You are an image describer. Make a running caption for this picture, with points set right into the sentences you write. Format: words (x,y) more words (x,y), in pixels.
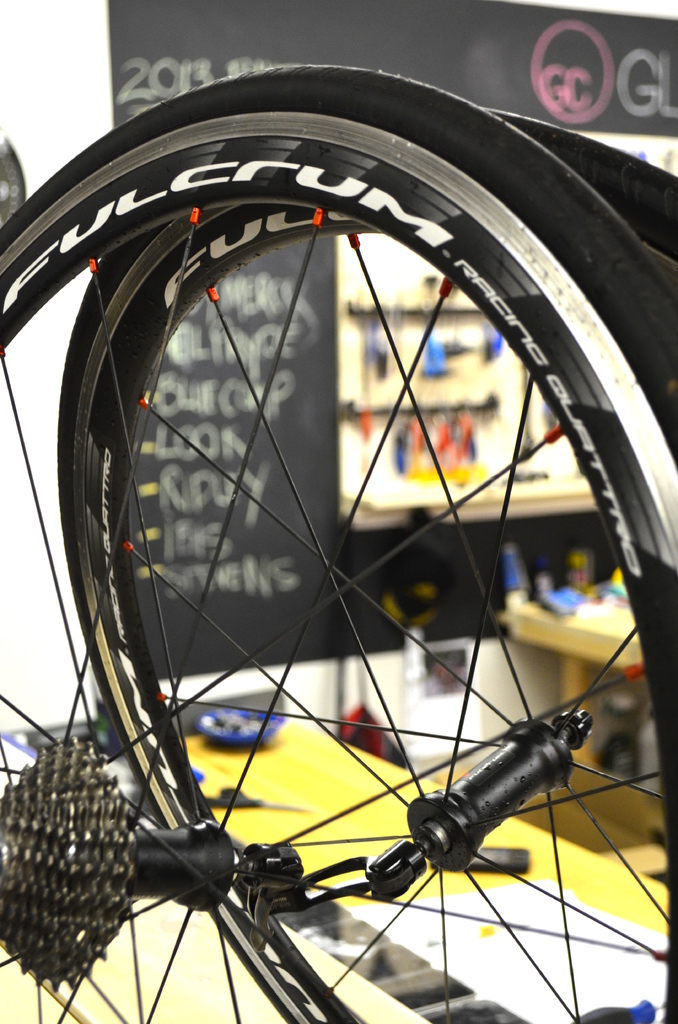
In this picture we can see a wheel (284,944). In the background (207,958) there are tables (364,1007), poster (208,485), and objects (265,730).
